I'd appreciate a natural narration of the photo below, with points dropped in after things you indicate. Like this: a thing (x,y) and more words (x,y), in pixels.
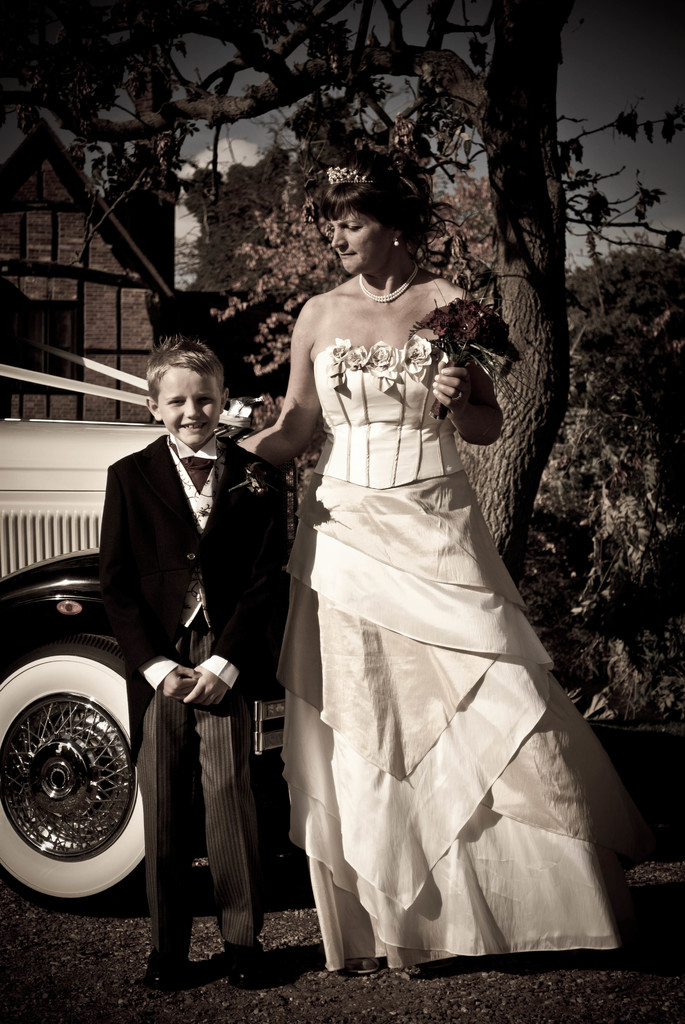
This is a black and white image, there is a woman (397,589) standing and holding a bouquet (476,354) and beside her there is a boy (243,711) in suit (225,767) is standing on the ground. In the background (91,469), there is a vehicle (66,431), a house (108,240), trees (298,74) and the sky (600,84).
